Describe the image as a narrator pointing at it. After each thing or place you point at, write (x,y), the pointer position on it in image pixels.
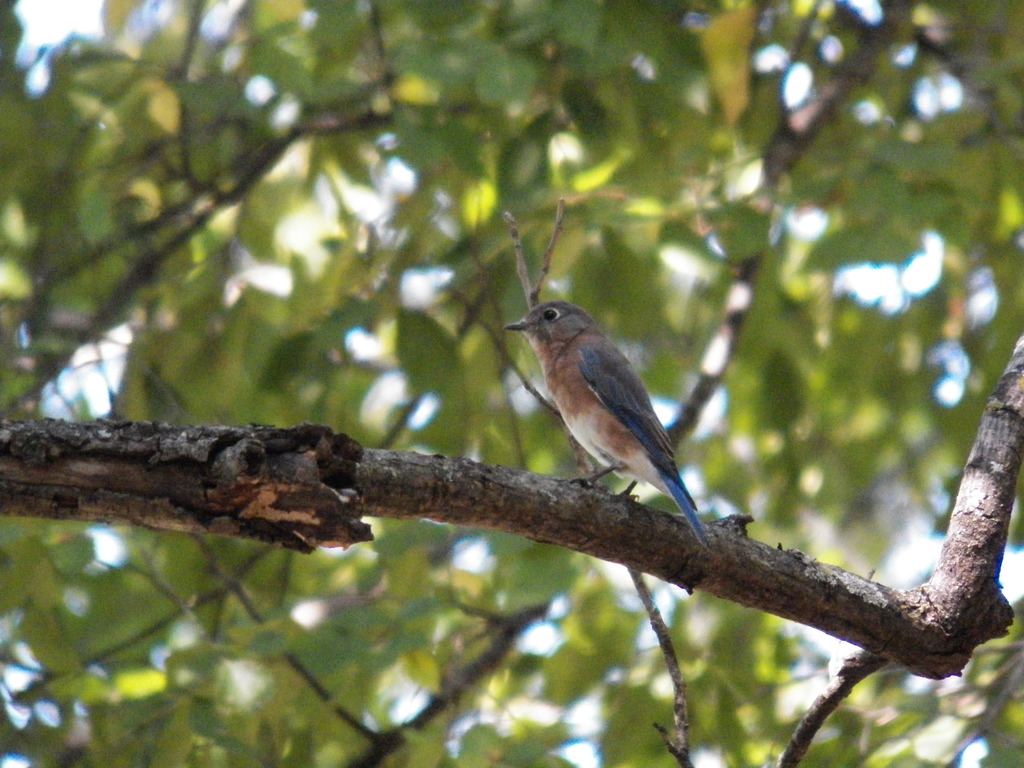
In this image we can see a bird (601,370) on a branch (397,471). In the background (711,165) it is green and blur.
